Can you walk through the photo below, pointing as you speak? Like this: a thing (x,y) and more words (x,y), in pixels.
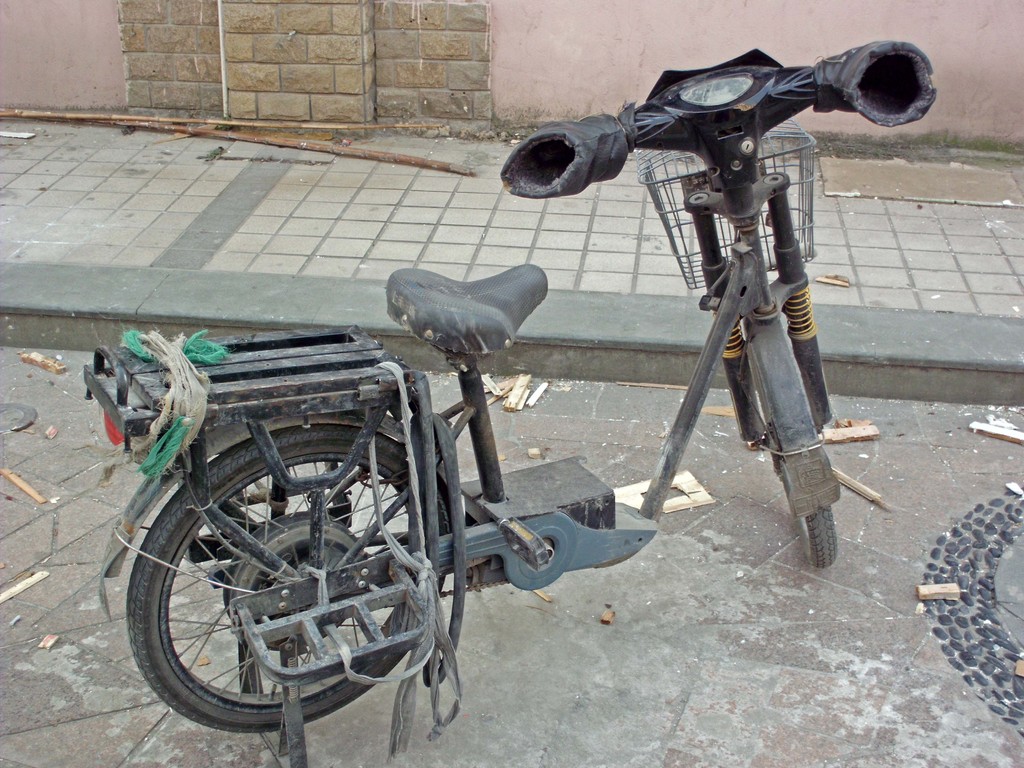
In this picture, we see a moped (210,710). At the bottom (922,525), we see the road (774,680) and the wooden twigs (516,405). Beside that, we see a footpath (436,243) on which the wooden sticks (57,114) are placed. In the background (343,50), we see a wall (498,64).
